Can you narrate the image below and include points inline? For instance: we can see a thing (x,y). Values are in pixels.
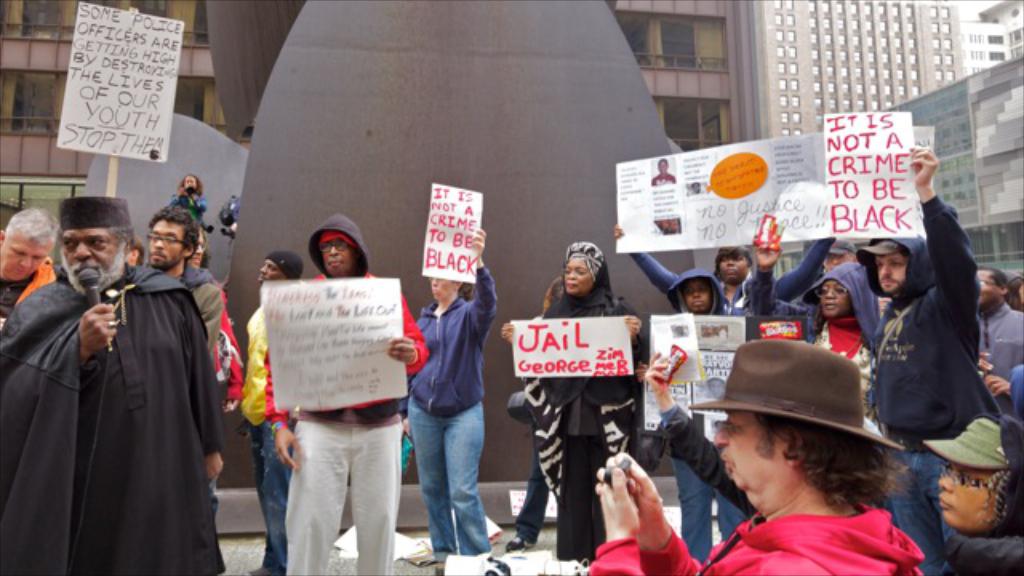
In this picture there are men (29,442) and women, standing in the protest and holding the whiteboards (791,200) in the hand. Behind we can see the buildings (782,116) and round shield (311,129).
